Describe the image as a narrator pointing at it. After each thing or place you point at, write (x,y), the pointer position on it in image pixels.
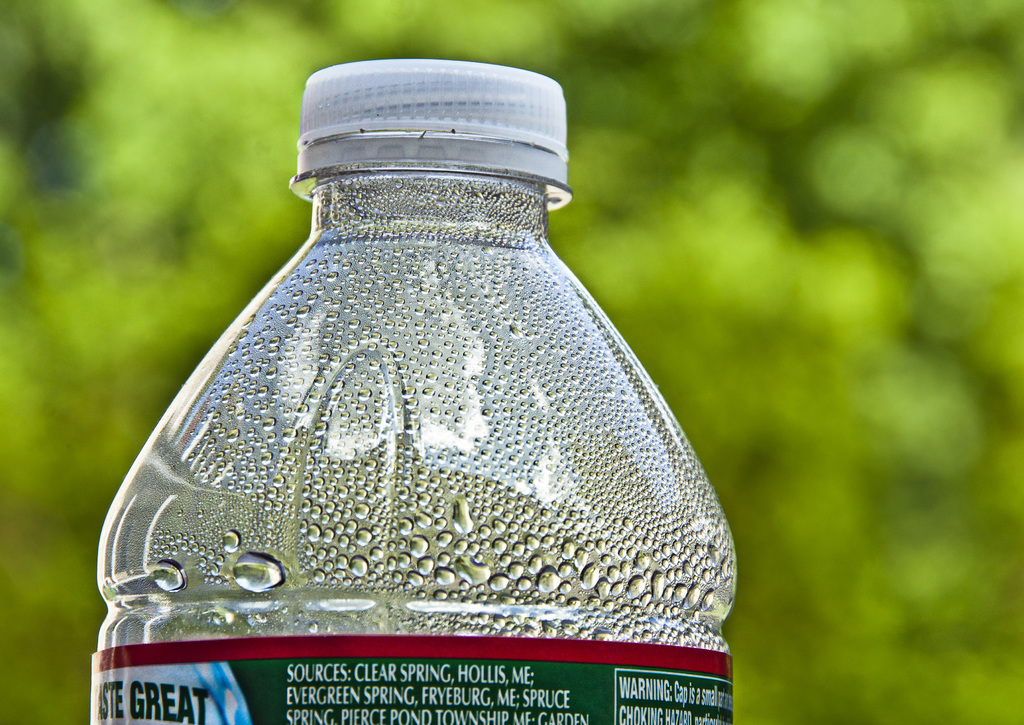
In this image there is a bottle (344,552) with red and green label (301,677) and white cap (472,115), there are water drops (359,564) on the bottle (319,458).
